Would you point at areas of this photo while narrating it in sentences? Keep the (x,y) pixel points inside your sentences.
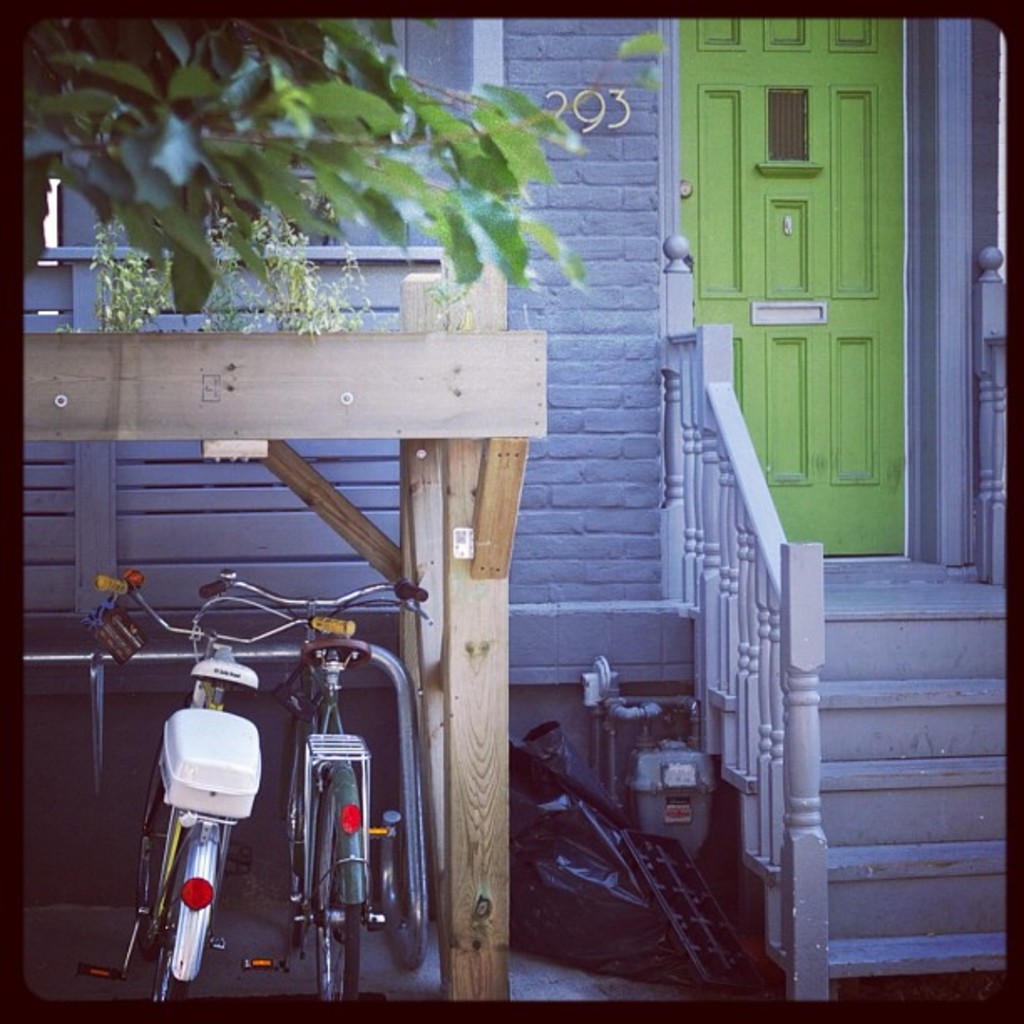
This picture might be taken outside of the building (615,264). In this image, on the left side (294,764), we can see two bicycles (336,770), on one of the bicycle (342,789), we can also see a basket (225,721). On the left corner (93,100), we can also see some trees (183,87). On the left side (304,396), we can also see a wood pole (457,593). On the right side (825,752), we can see a staircase (822,740) and a door (776,173) which is green color. In the background (546,41), we can see a building (498,76) and a glass window (454,31).
